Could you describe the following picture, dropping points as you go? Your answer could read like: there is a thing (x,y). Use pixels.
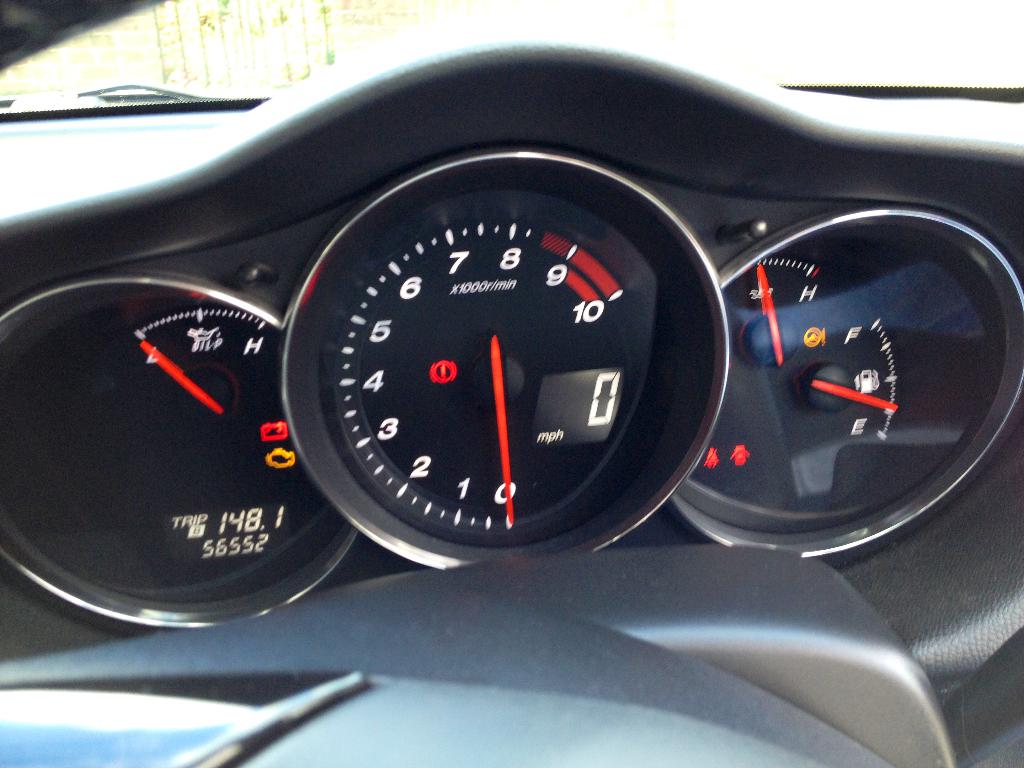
This is a inside picture of a car (388,381). In the center of the image (532,379) there are analog meters (545,426).
